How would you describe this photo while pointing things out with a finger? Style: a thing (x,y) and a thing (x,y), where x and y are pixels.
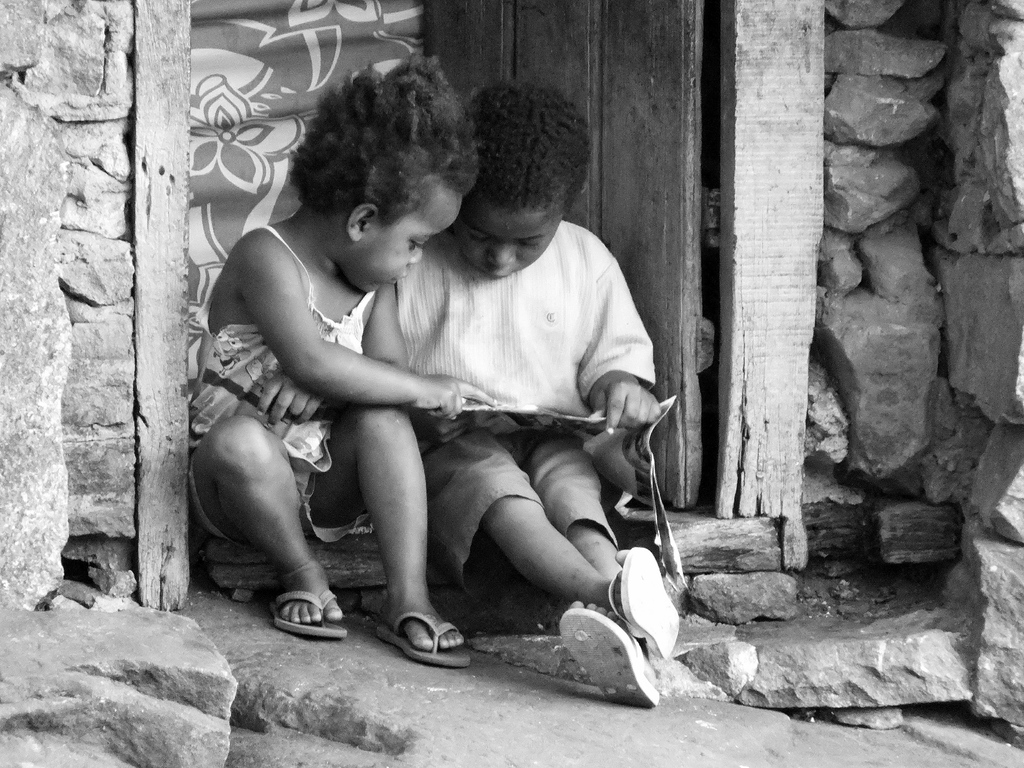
This is a black and white image. In the center (538,377) we can see the two kids (415,277) holding a paper (584,414) and sitting on the ground (414,701). In the background (913,181) we can see the door (594,38) and the stone walls (917,269).
